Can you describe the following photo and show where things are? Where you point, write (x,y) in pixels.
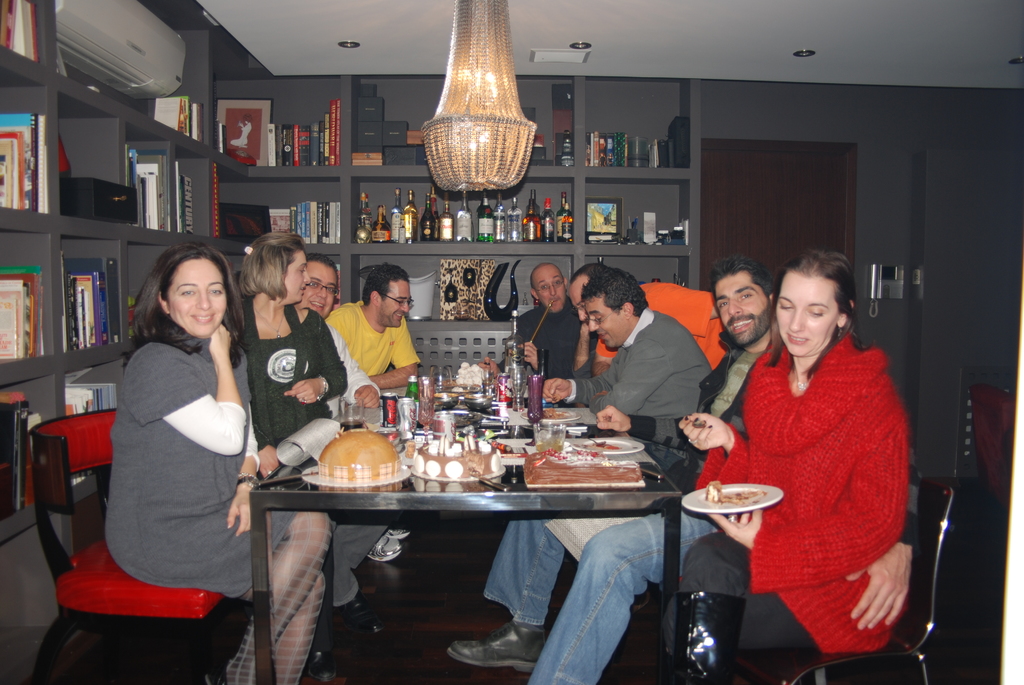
In this image, there are group of people (409,301) sitting on the chair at dining table (254,531). In the middle of the image (357,455), there is a table (378,489) on which plates (488,476), bowls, glasses (532,417), water bottles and food (547,414) is kept. In the right side of the image (856,193), there is a door (773,219) which is brown in color. A roof top (639,13) is white in color on which light (813,54) is fixed. In the middle of the image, there is a chandelier (478,106) hanging from the ceiling (514,41). And both side of the wall (219,143) there is shelves (345,153) in which bottles (392,211), books (44,153) and so on is kept. The picture is taken inside the room (816,203).
